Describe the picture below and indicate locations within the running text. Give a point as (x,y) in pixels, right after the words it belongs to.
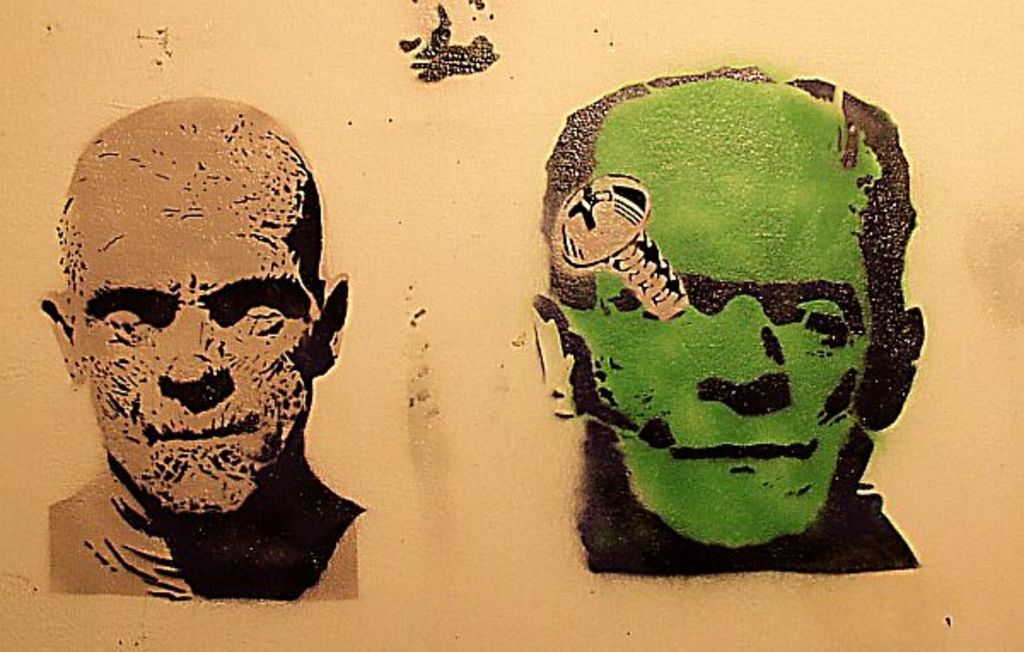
In the image on the wall (552,352) there is a drawing (875,538) of faces (869,210). On the right side of the image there is a screw (665,300) on the face (611,290).
